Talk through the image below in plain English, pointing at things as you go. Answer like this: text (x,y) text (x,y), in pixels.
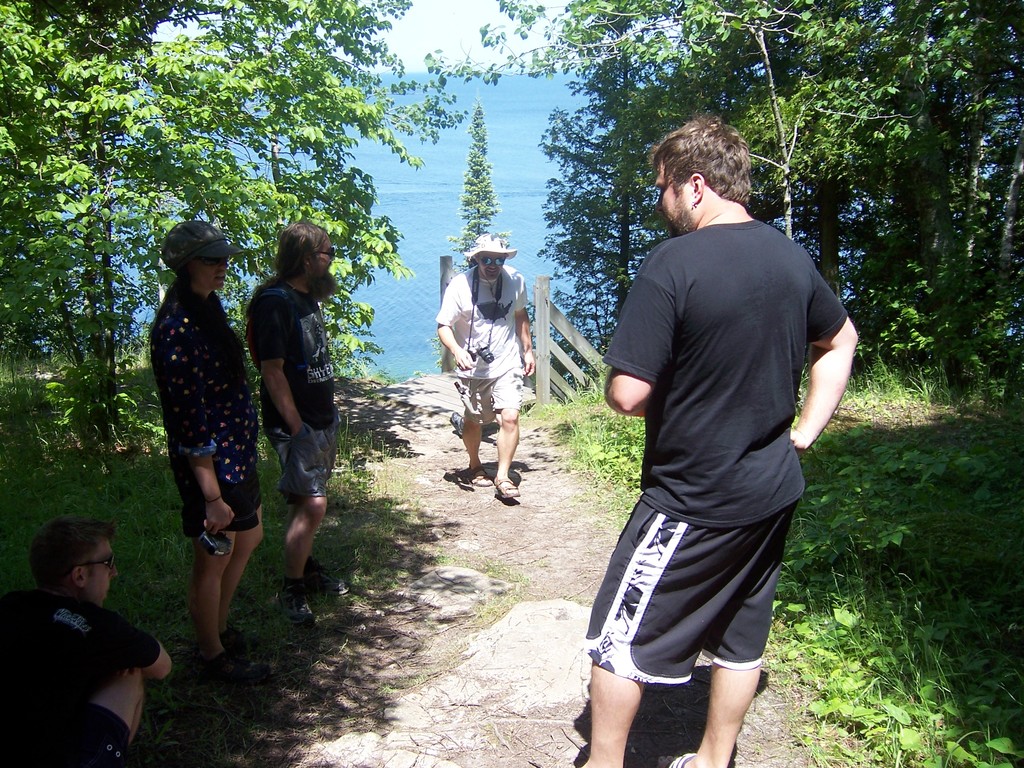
In this image we can see a group of people (516,492) standing on the ground (544,586). In that a woman (241,576) is holding an object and a man (506,480) is wearing a cap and a camera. We can also see some plants (831,513), grass (802,528), a group of trees (867,322), a wooden fence (560,392), a large water body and the sky (416,24) which looks cloudy.
